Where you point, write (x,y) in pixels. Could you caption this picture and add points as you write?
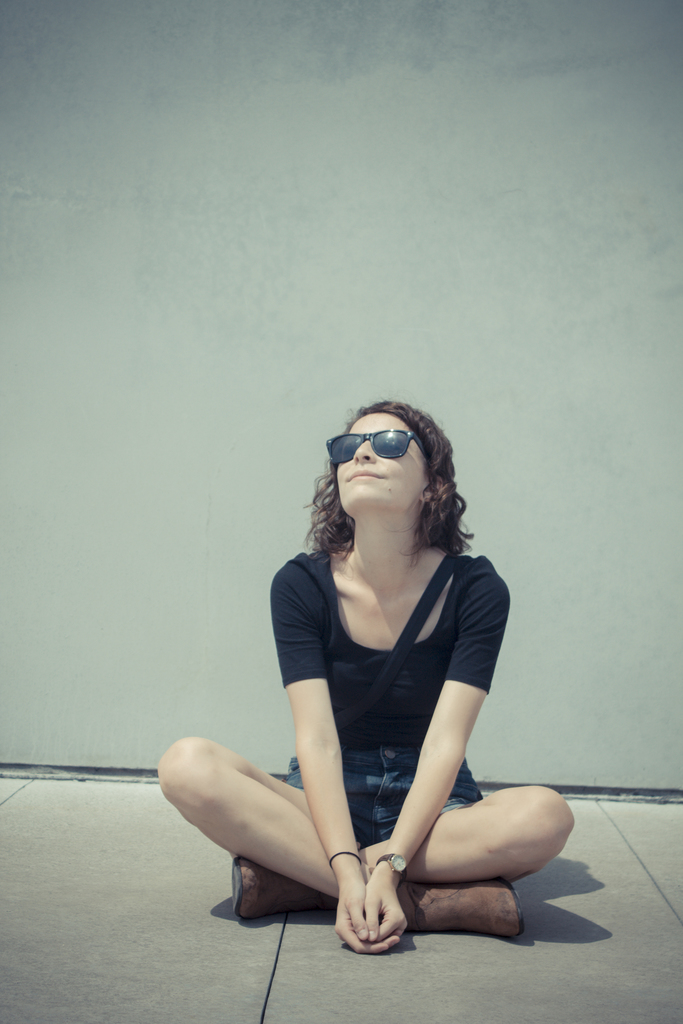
In this image we can see a woman (296,887) sitting on the floor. Here we can see a watch (399,876) on her left hand (390,899) and here we can see the goggles (399,446).
